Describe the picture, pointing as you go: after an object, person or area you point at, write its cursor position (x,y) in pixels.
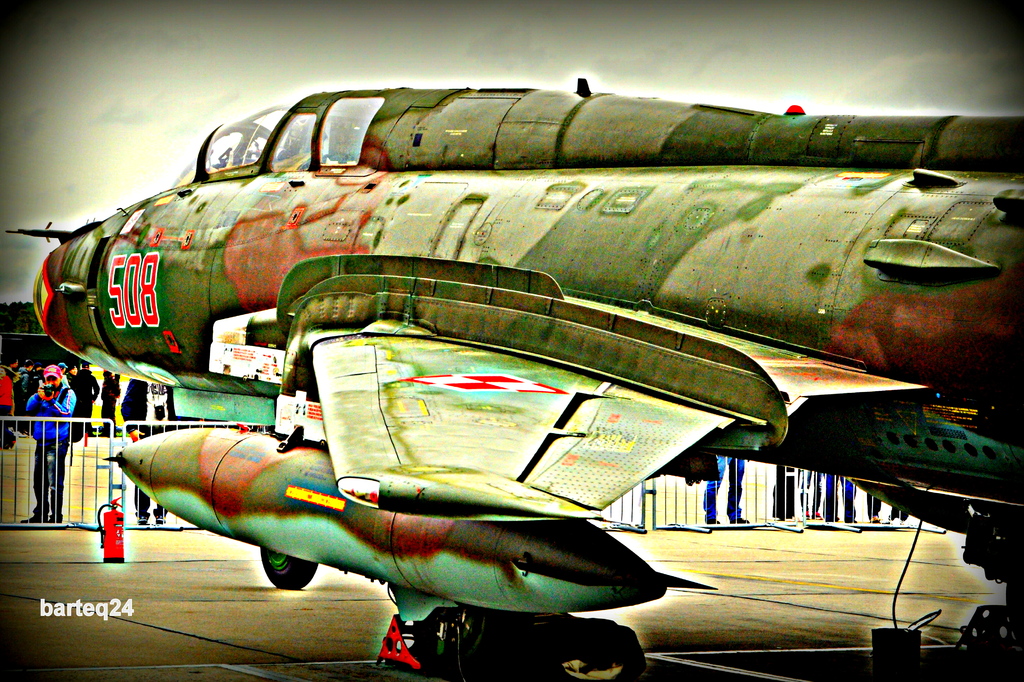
This image is an edited image. At the top of the image (166,46) there is the sky (781,73) with clouds (292,56). At the bottom of the image (199,612) there is a floor (727,623). In the background (25,374) many people (84,413) are standing on the floor (726,489) and there is a railing (776,496). On the left side of the image (45,428) a man (41,443) is standing on the floor (18,530) and clicking pictures with a camera (49,389). There is a fire extinguisher (115,540). On the right side of the image (738,317) there is a jet airplane (231,258) on the floor (360,636).
